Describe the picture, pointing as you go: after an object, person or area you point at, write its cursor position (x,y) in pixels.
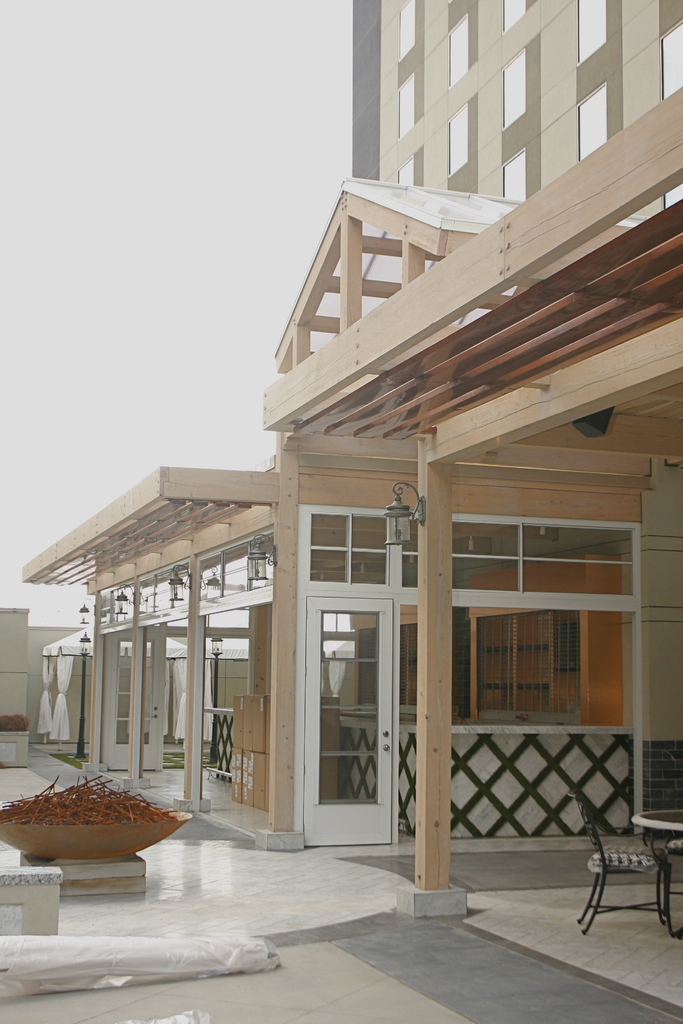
In this image I can see buildings (383,433), windows (377,565), door (384,618), chairs (643,856), table (674,825) and few objects (236,784). The sky (171,291) is in white color.
